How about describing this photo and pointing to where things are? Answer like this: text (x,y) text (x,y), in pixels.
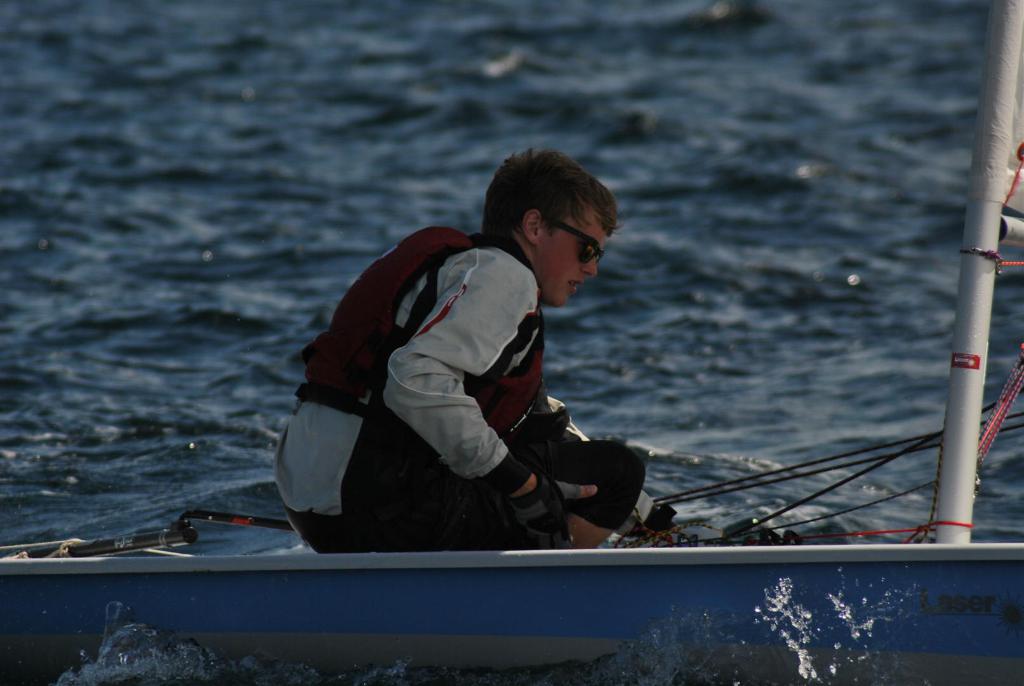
In the image there is a boat (606,591) on the water surface (437,668) and there is a man (473,335) sitting on the boat (652,538).
